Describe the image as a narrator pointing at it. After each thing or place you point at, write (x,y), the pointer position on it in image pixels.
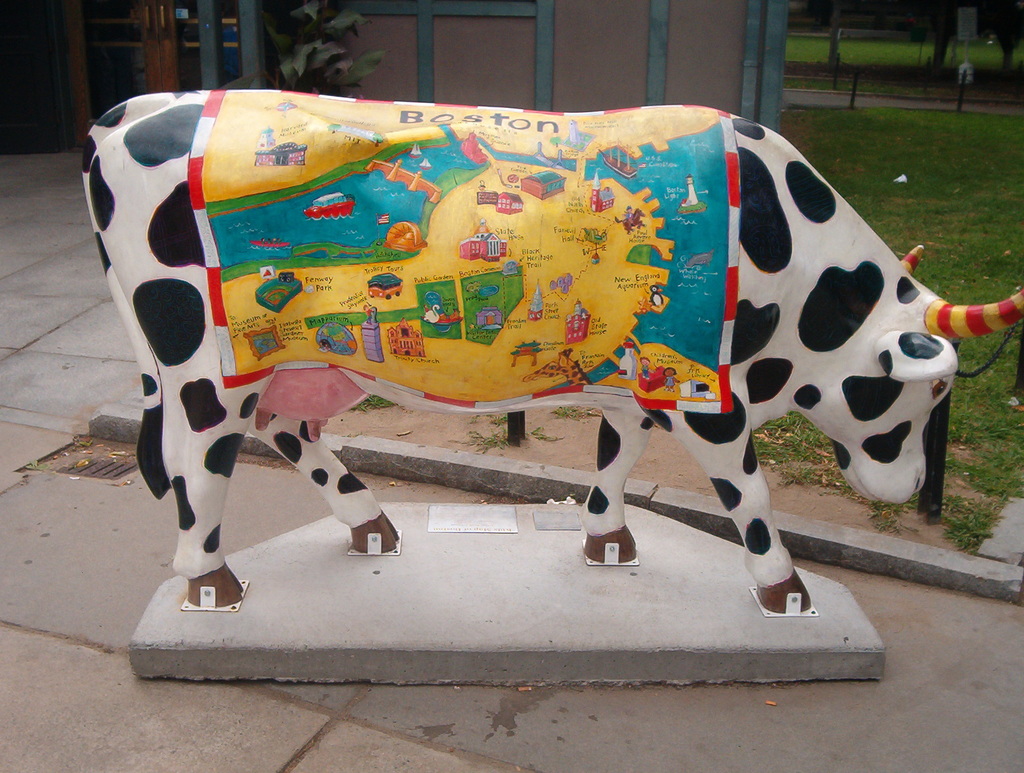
In this image there is a statue (524,262) of a cow (521,223) with some pictures (497,295) on it and some descriptive text (475,530) on it, beside the cow (611,271) there is grass (936,205), trees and metal rods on the surface (795,77) and there is a building (248,29) with glass door (236,39).
